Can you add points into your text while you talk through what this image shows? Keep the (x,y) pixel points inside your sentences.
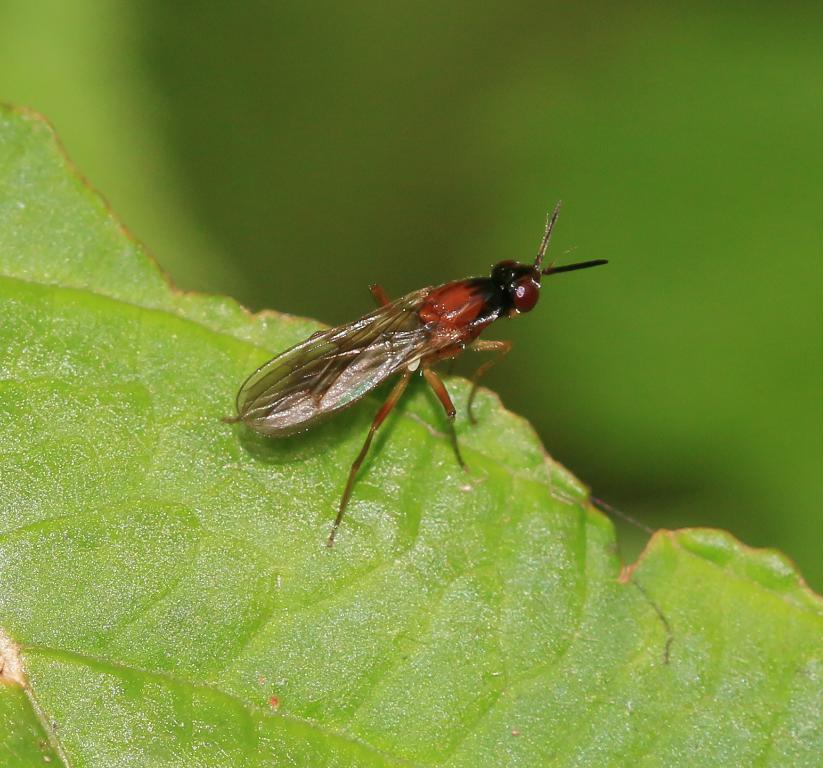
There is an insect (451,333) having wings (384,325) and standing on the green color leaf (346,465). And the background (748,71) is blurred.
